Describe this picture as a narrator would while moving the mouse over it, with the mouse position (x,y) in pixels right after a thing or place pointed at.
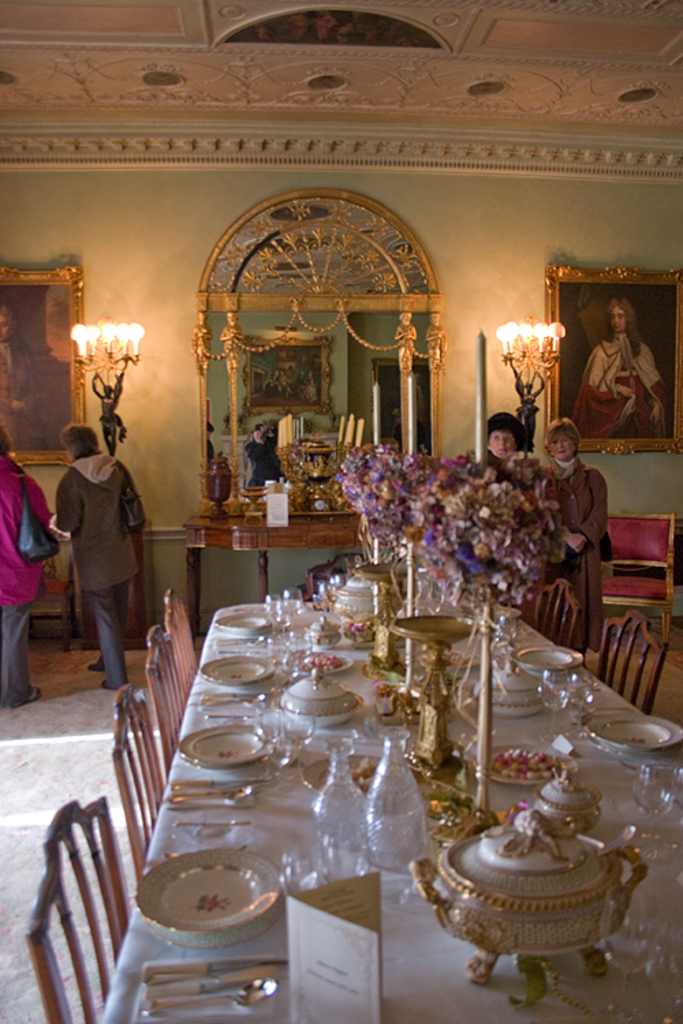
In this image there are group of people (566,517). There are plates (243,881), spoons (218,996), glass (346,874), bowls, flowers (496,505) on the table (490,999). At the back (281,378) there is a mirror (324,370) and there are candles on the table (299,522). There are photo frames (628,272) on the wall (484,257).
